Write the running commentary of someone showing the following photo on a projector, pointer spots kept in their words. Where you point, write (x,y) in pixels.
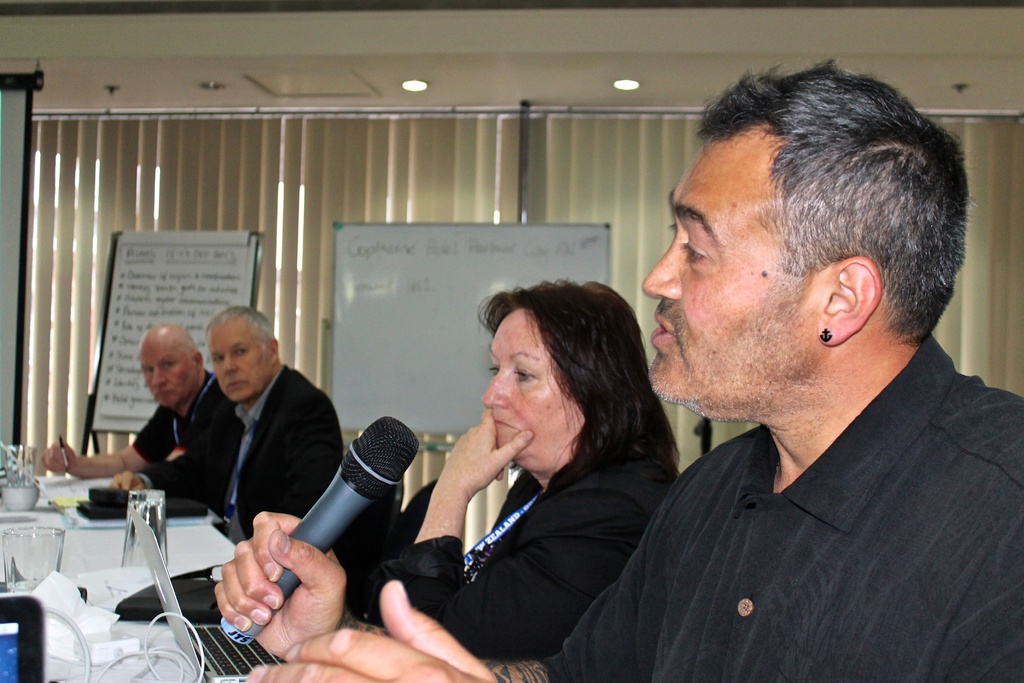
In this image I can see four persons (402,550). In front (172,623) there is a table (158,618) on table (161,630) there is a laptop (191,641), wire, glass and a papers (97,581). At the back side (384,344) we can see two boards (402,303). In front (725,533) the person (316,606) is holding a mic (317,533). At the back side (630,141) we can see a curtain (479,173).
